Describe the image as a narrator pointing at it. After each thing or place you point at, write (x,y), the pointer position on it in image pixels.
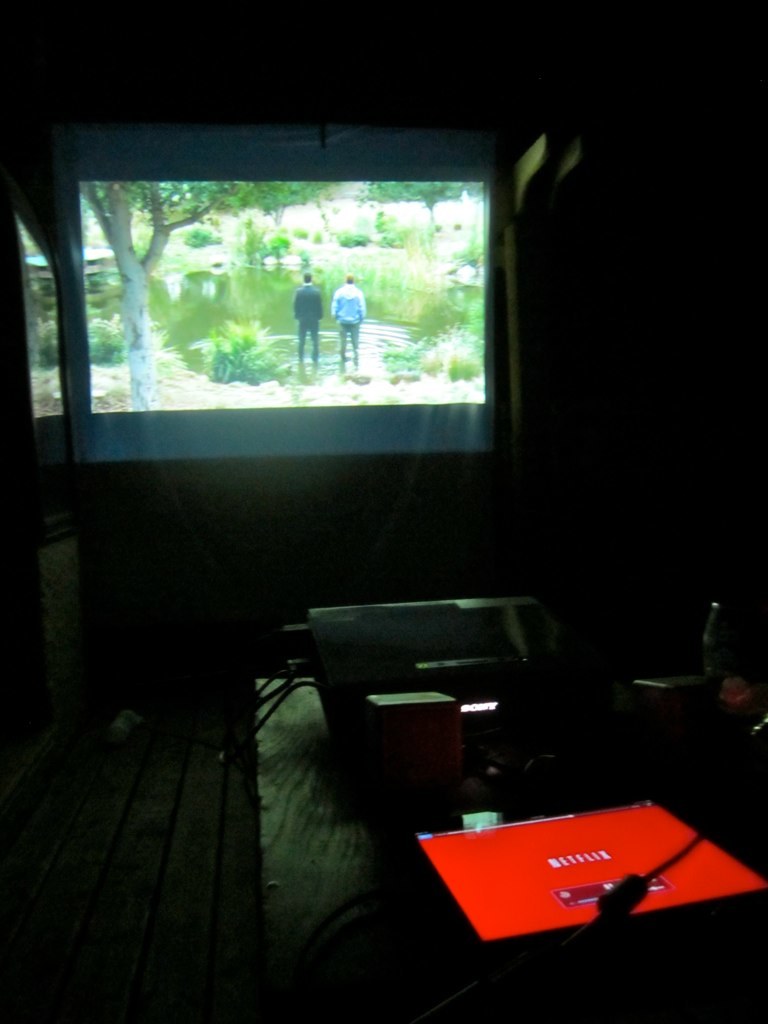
In this image on the table (428,805) there is a projector (563,736) and other electronic device (525,824) with cables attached to it, in front of the projector (538,620) there is a screen (227,254).
